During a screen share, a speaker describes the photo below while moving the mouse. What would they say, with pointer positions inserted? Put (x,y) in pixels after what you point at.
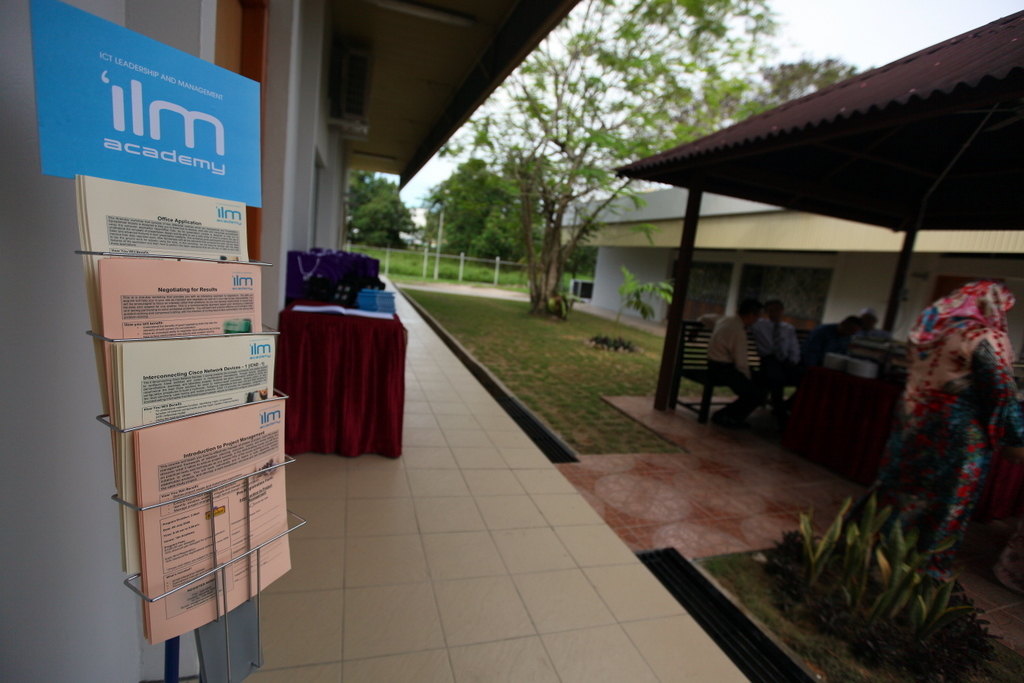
In This picture I can see a shelf (142,309) of couple of papers (139,273) arranged in a metal stand (244,630) and there is a bench (318,319) here with some baskets (327,267) kept on the bench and I can see some people (712,338) who are sitting on the bench (693,343) here under the roof (646,170) which is in red color and I can see a tree (550,219) over here and I can see some grills (499,259) looking like a garden (441,268) and I can see some pavement (664,465) over here at the center of the picture (403,321) and here I can see some plants (869,581).
